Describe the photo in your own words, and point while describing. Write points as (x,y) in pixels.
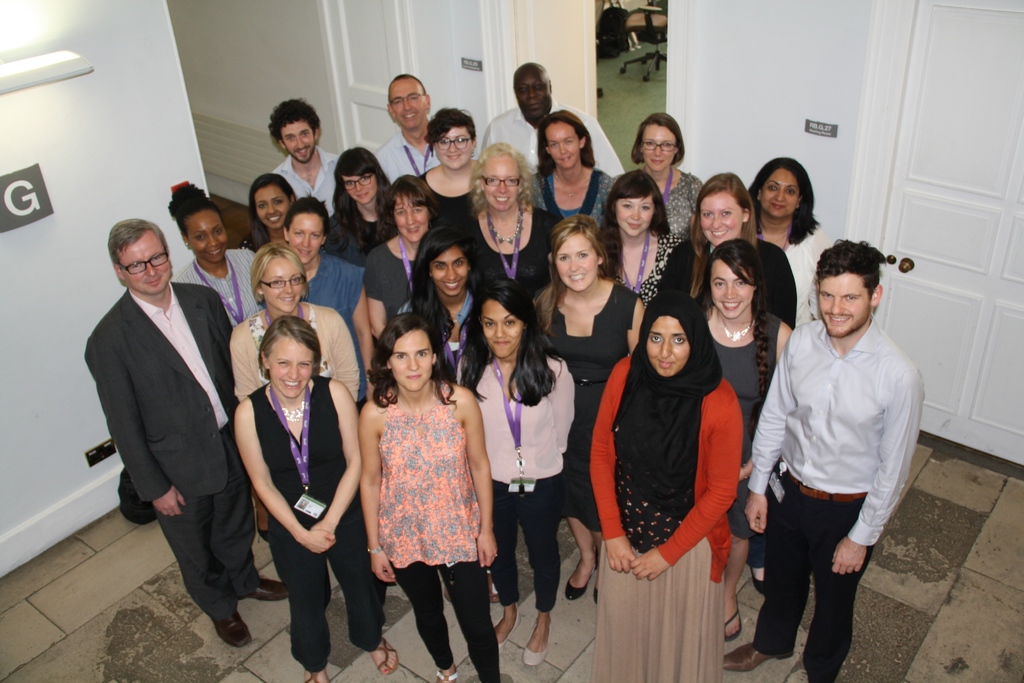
In this picture there are people (732,250) in the center of the image (616,245) and there are doors (970,12) and a chair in the background area of the image (970,190).
